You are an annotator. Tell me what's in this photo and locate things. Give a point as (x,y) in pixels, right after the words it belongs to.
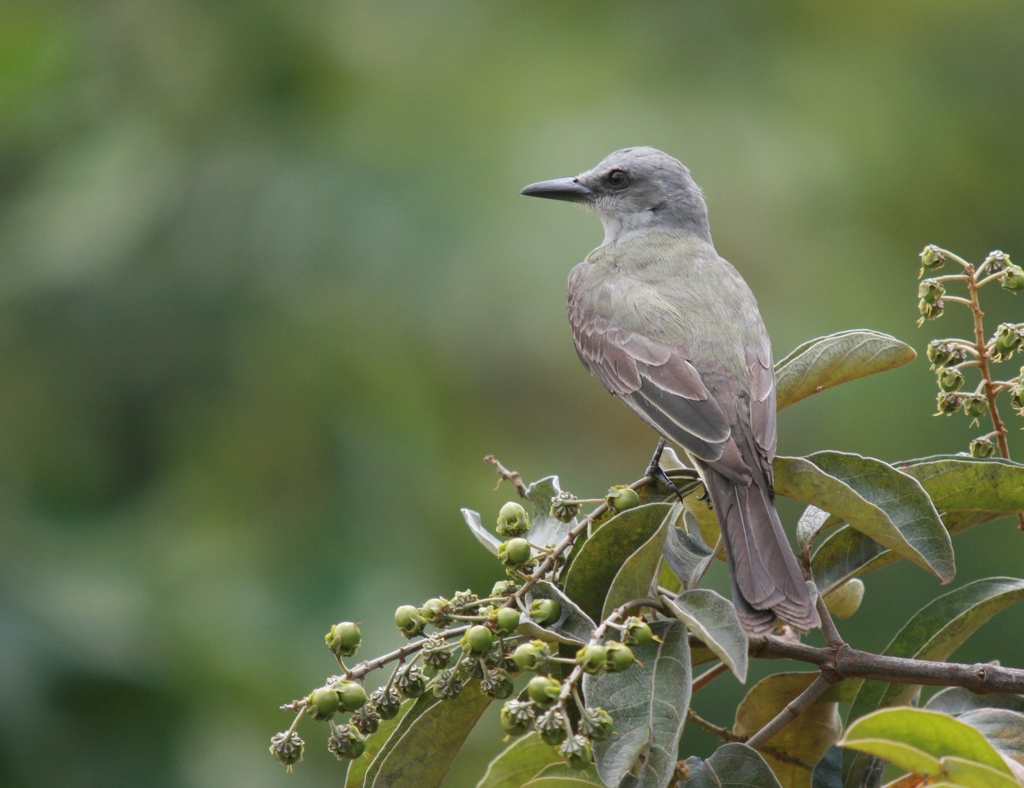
In this image I can see the bird (603,365) sitting on the plant (776,704). The bird (700,378) is in ash and grey color. I can see some buds (520,719) to the plant (608,584). And there is a blurred background (87,384).
